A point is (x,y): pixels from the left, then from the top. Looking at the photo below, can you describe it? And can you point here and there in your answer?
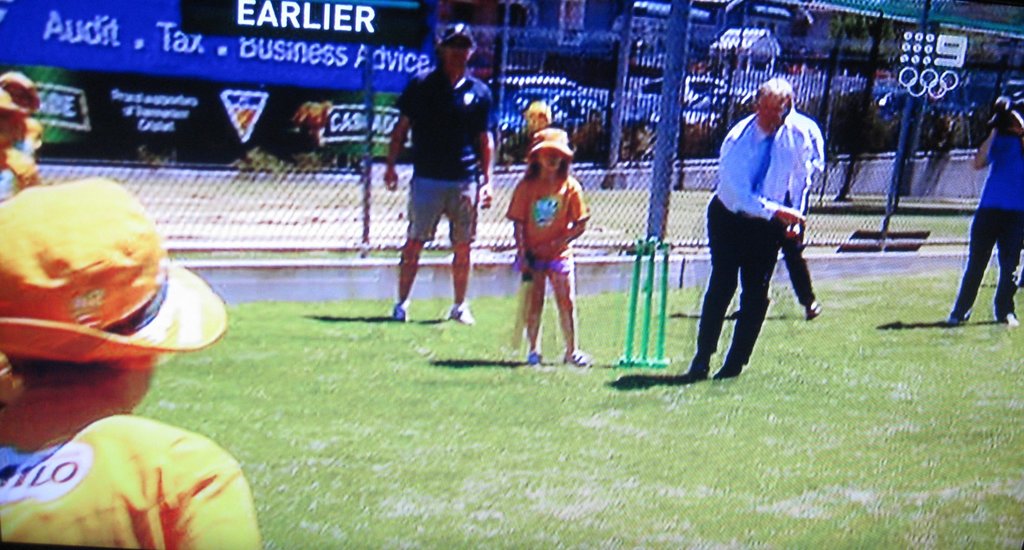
In this image there are some persons (421,229) standing in the ground (333,385). There is a fencing (354,226) in the background (594,234). There are some buildings (796,58) on the top of this image (749,69). The person (972,270) standing on the right side of this image (984,228) is holding a camera (1011,125).
